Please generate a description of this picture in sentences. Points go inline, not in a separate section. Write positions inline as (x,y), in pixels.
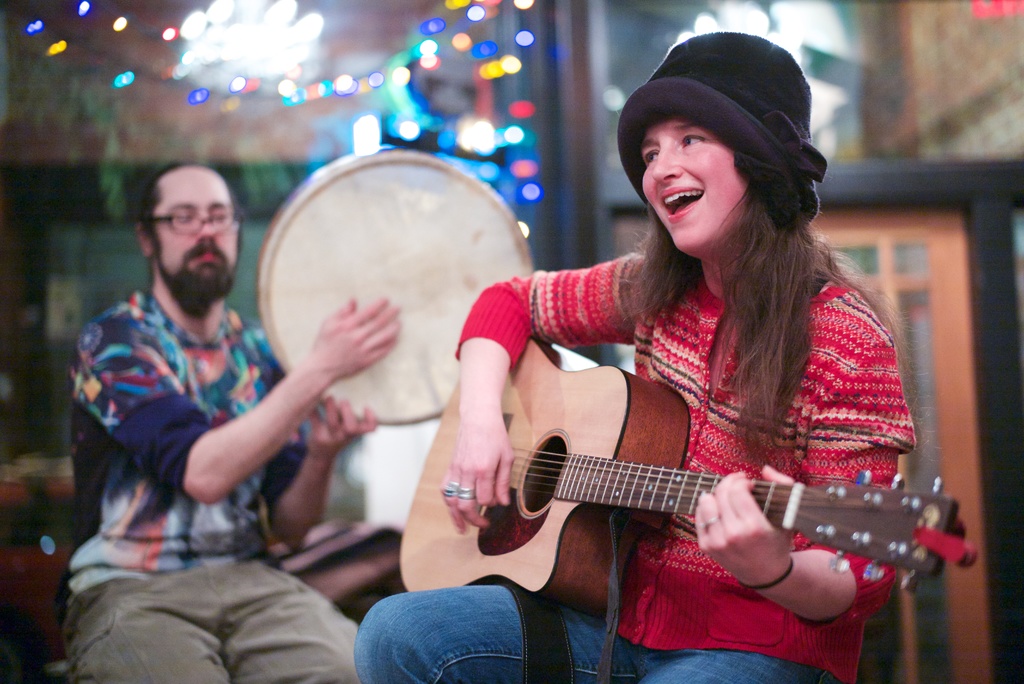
A lady (728,372) wearing a red and blue dress (669,576) is having a cap (718,98) also she is holding a guitar (566,449) and playing also singing. Behind her a man (196,354) is wearing specs (182,216) and playing drums (444,340). In the background (436,52) there are serial lights (342,79).
